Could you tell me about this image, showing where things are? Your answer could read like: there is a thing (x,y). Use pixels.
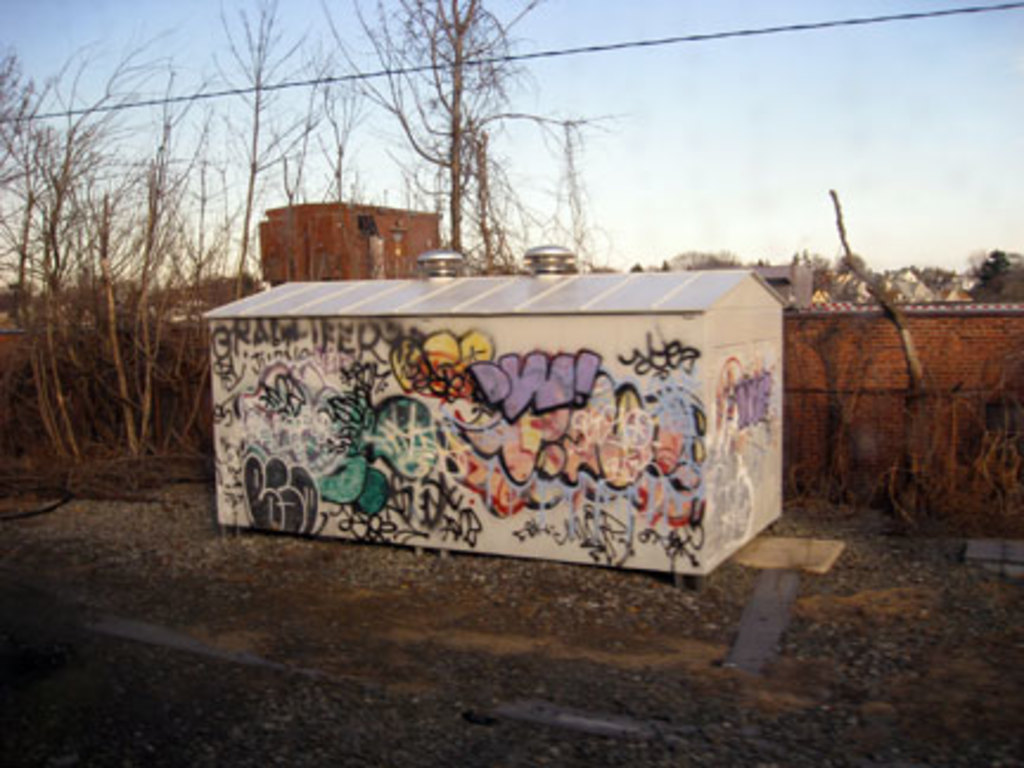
In this picture we can see a shed (334,368) in the front (334,368), on the left side (145,353) there are trees (215,268), we can see a wall (807,413) on the right side (867,389), in the background (321,241) there is a building (392,231), we can see the sky (651,131) at the top of the picture (670,121).
